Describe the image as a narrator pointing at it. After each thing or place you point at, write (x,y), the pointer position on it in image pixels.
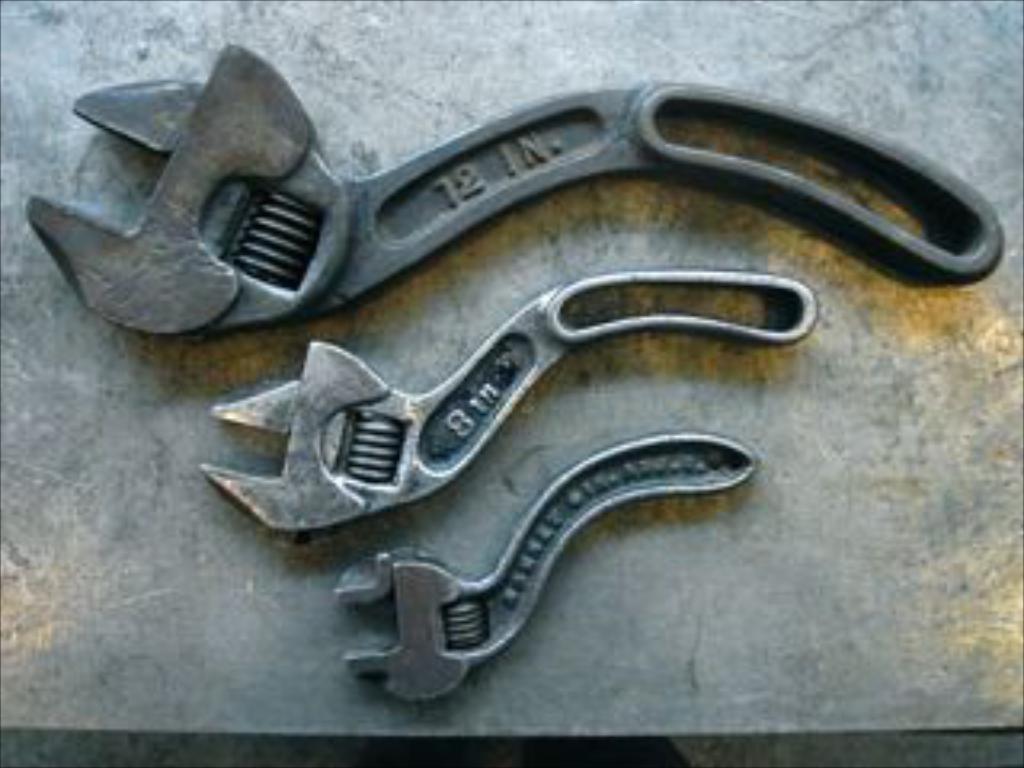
In this image, we can see three different sizes, adjustable Spanners (548,137) kept on the surface (24,503).
